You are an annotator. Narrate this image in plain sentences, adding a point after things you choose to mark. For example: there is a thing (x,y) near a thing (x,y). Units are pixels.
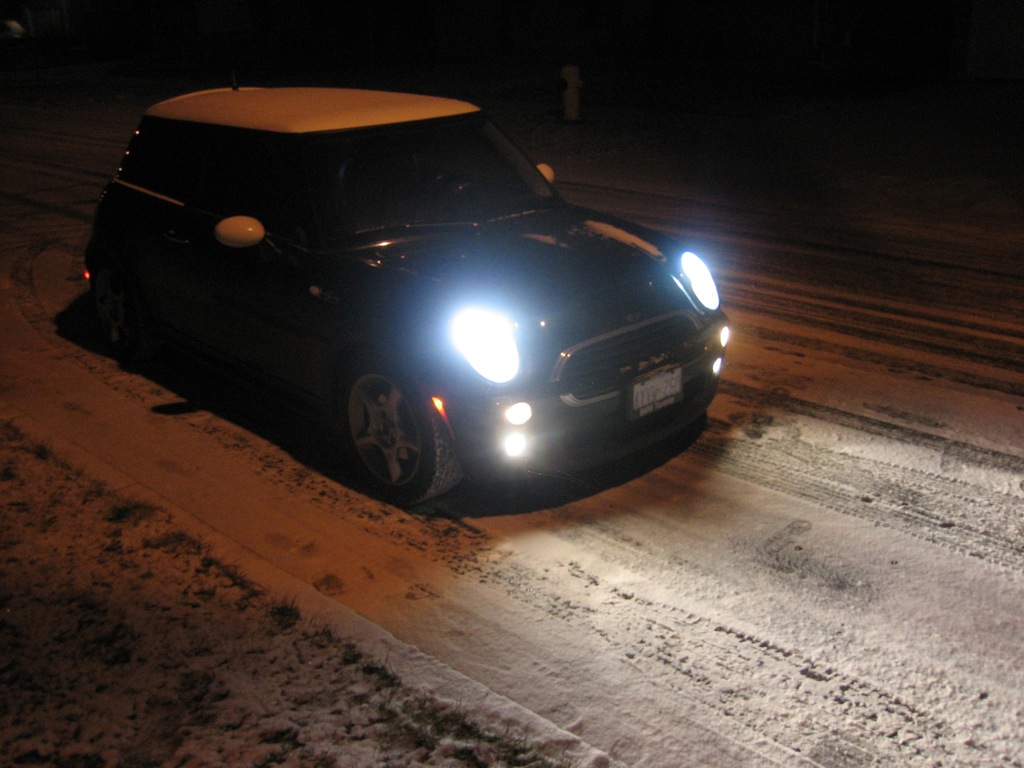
In this image, we can see a car (541,227) on the road (531,589).
